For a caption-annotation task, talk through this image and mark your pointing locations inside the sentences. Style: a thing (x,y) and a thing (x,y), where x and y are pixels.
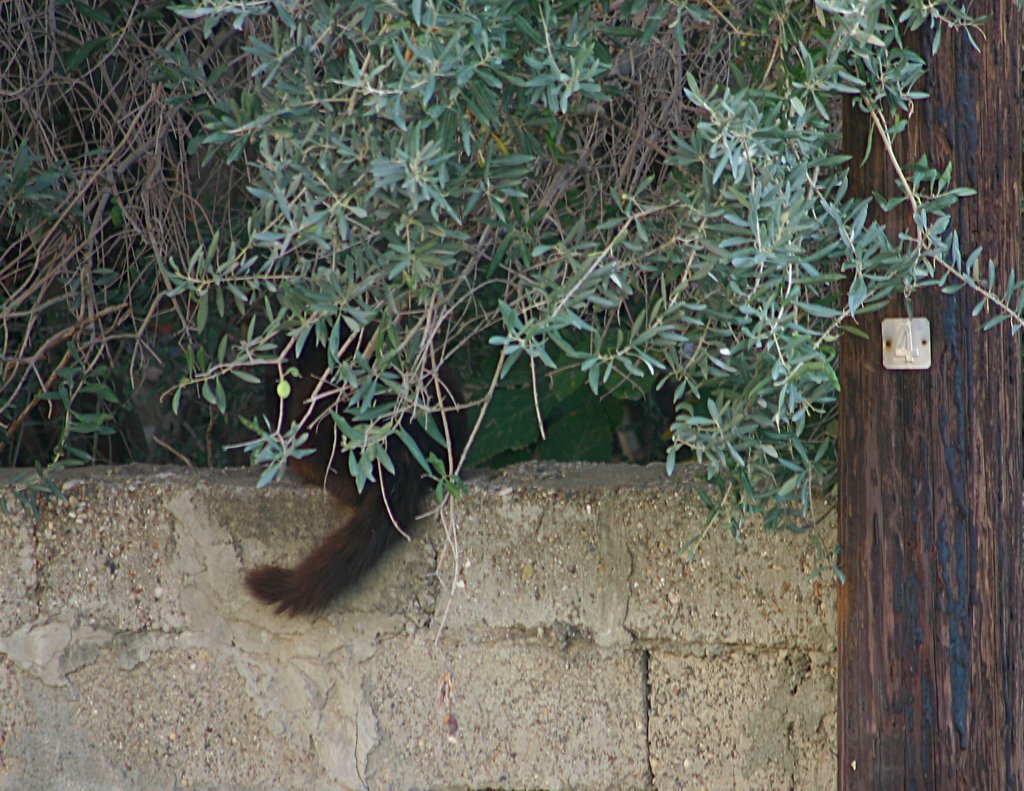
In this image I can see a wall (355,698), background (408,192) I can see trees (320,119) in green color. I can also see an animal (275,581) in brown color sitting on the wall (415,601).
